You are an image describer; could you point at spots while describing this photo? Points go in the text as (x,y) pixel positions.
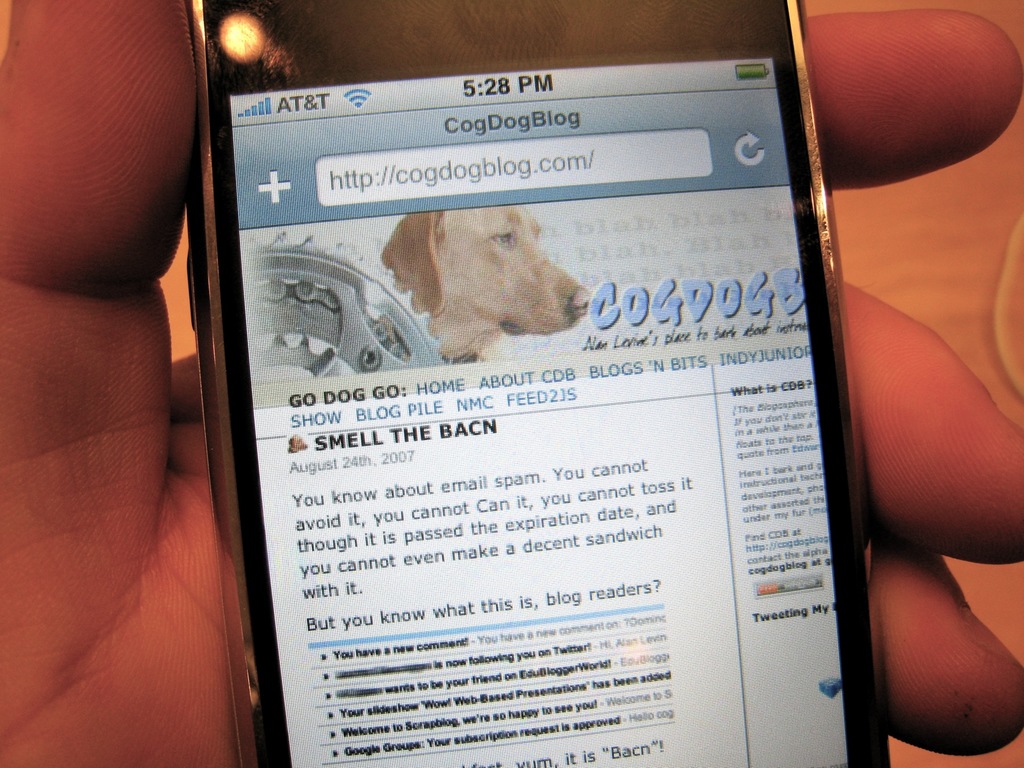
In this picture I can observe a mobile (271,378) in the human hand (102,718). There is some text (618,515) in the mobile screen (408,500).
